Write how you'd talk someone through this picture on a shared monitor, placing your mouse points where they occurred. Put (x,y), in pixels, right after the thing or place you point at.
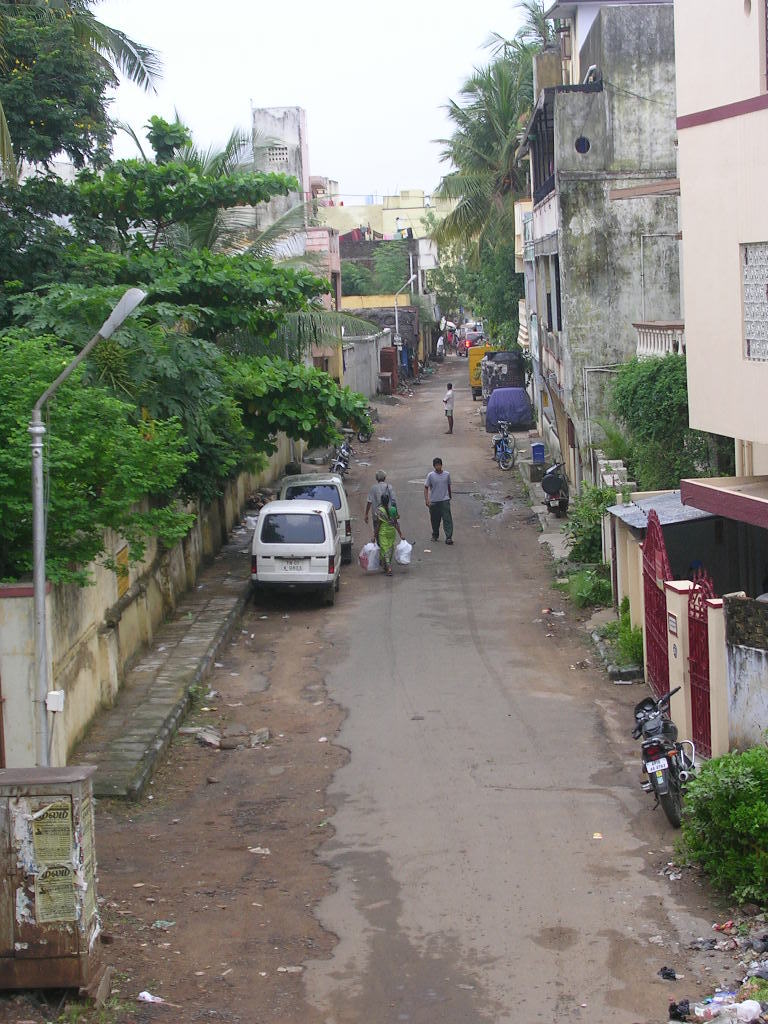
In this image I can see a road (439,439) in the centre (412,400) and on it I can see few people (429,492) and few vehicles (320,477). On the both side of the road (488,873) I can see number of trees (464,199) and number of buildings (749,190). On the left side of this image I can see a pole (36,500) and a street light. I can also see garbage (718,946) on the bottom right corner of this image (724,997).
